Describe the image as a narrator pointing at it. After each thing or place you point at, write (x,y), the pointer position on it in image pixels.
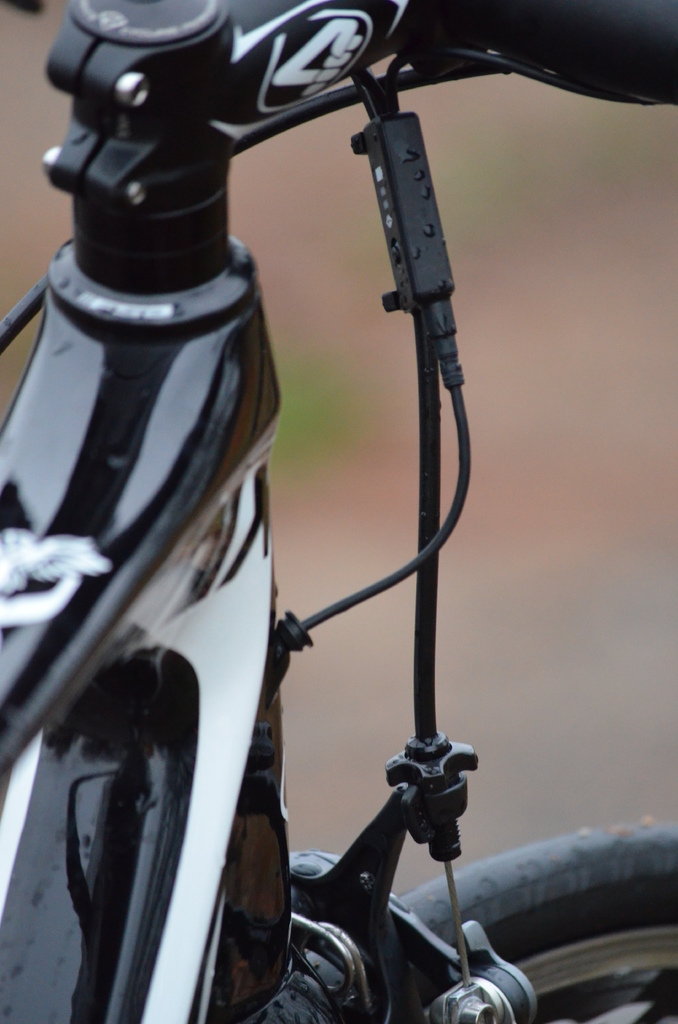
In the image i can see a bicycle (581,42) which is black in color and the background (634,251) is blurry.
